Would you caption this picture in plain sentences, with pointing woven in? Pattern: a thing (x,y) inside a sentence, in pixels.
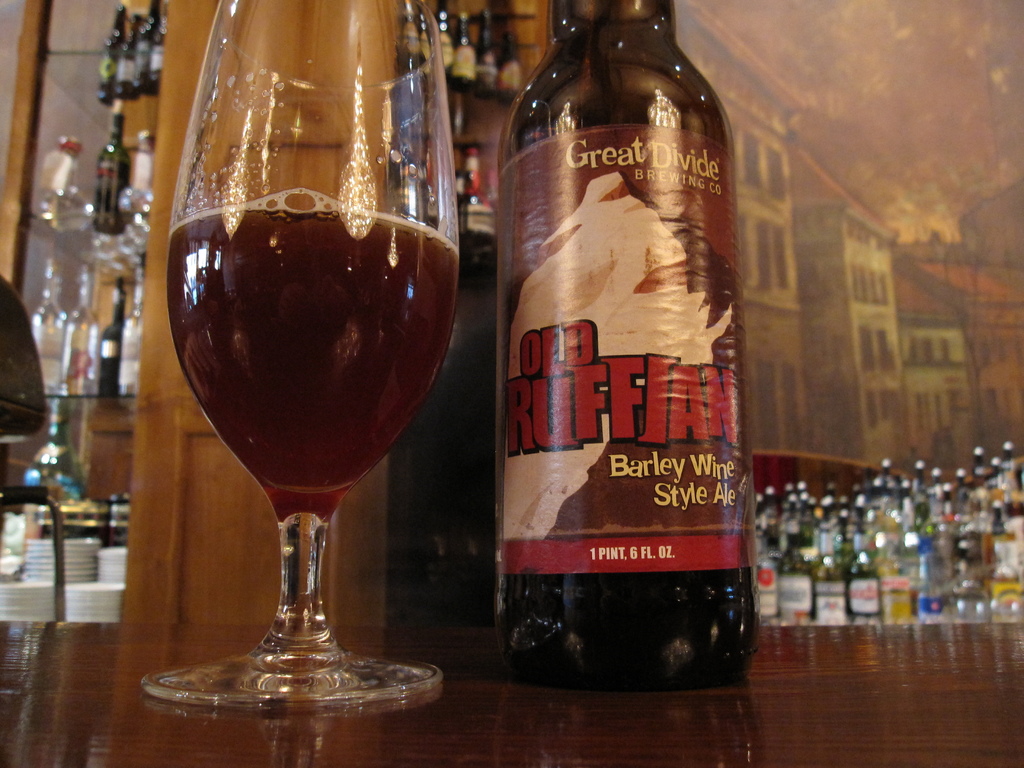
On the table (419,739) there is a glass (287,352) with the liquid (372,298) and a bottle (634,263). In the background (842,544) there are many bottles (888,541). And a building wall paper (864,299) to the wall (874,303). And to the left bottom corner (73,567) there are white color plates (85,590). And to the left corner (50,480) there are some bottle (128,191).
